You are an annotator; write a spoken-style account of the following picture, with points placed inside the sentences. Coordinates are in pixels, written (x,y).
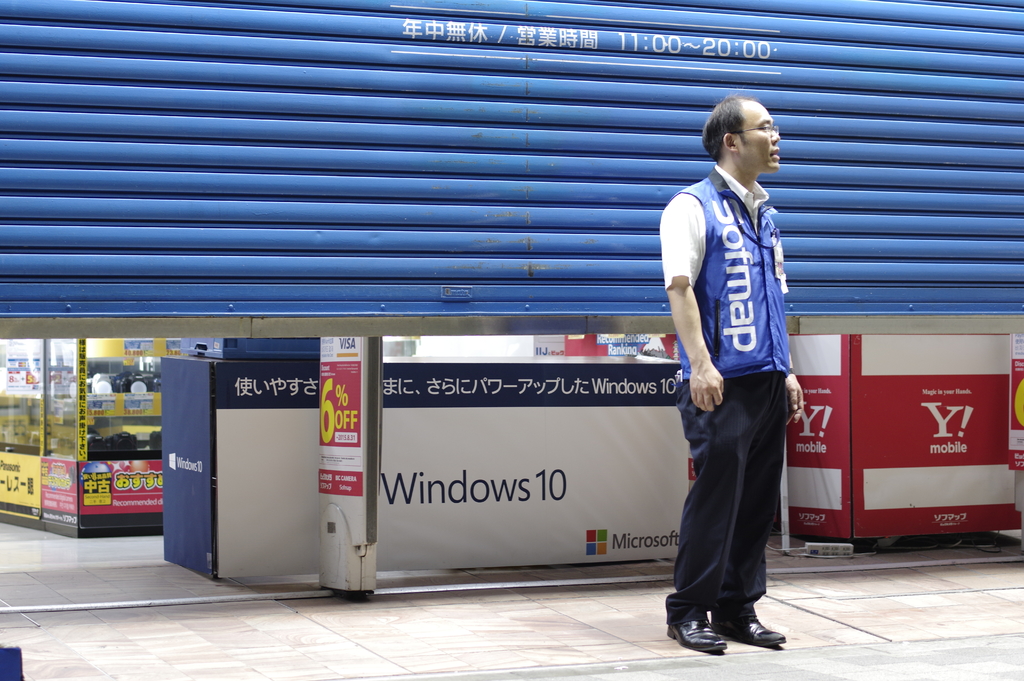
This image consists of a store front (609,407). There is a shutter (533,169) which is in blue color. In the middle (674,232) there is a person (732,293) standing. He is wearing a blue vest (763,361).
